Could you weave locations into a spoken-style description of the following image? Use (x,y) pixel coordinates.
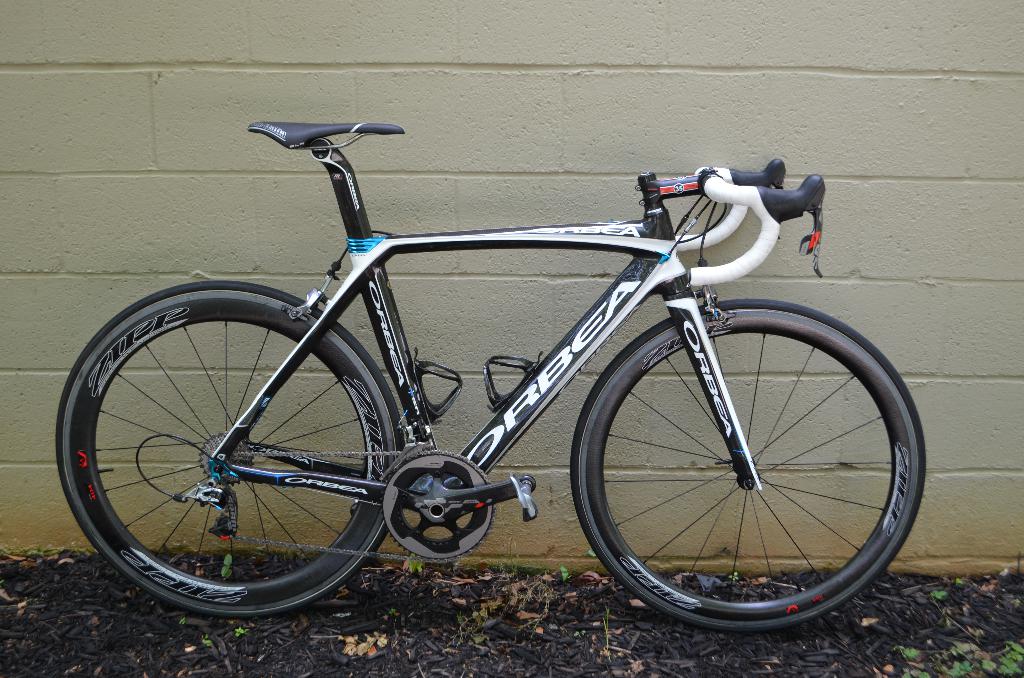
In this picture there is a bicycle (252,322) which is parked near to the wall (945,415). At the bottom (677,636) we can see many leaves (783,644).
